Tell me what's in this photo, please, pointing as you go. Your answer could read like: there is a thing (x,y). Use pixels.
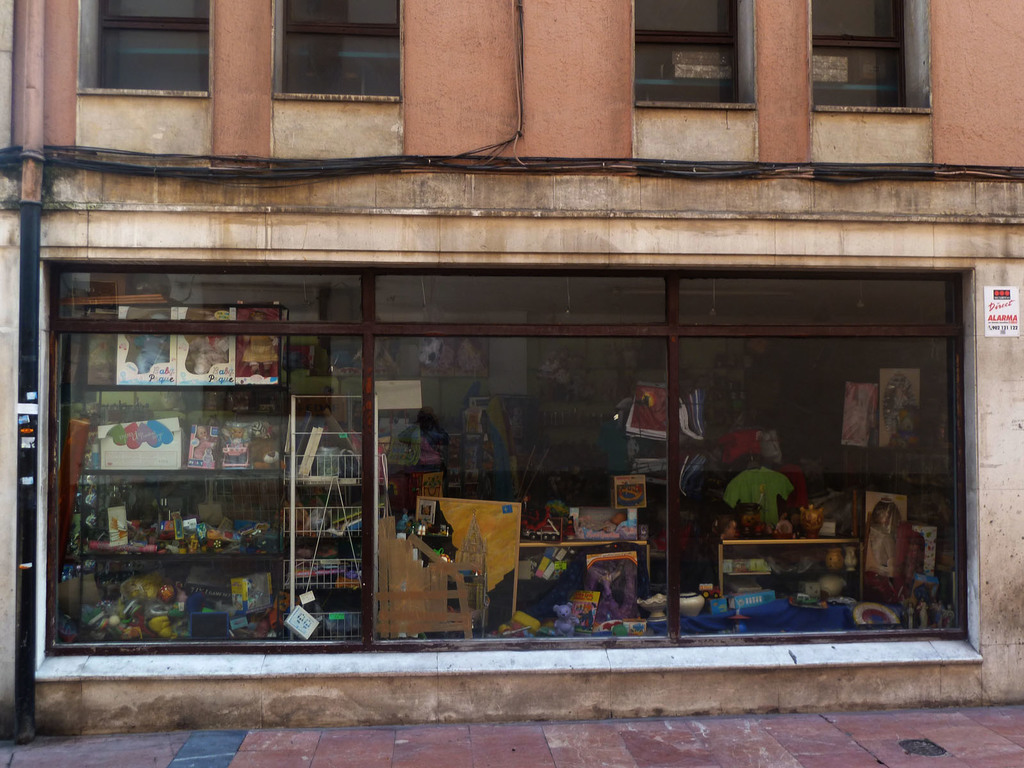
In this picture I can see the building (591,88). Through the glass partition (296,430) I can see the shop (196,454). In the shop (575,509) I can see the some papers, posters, wooden racks (214,389), tablecloths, t-shirt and many objects (872,519). On the left (32,5) I can see the pipe (35,67).
